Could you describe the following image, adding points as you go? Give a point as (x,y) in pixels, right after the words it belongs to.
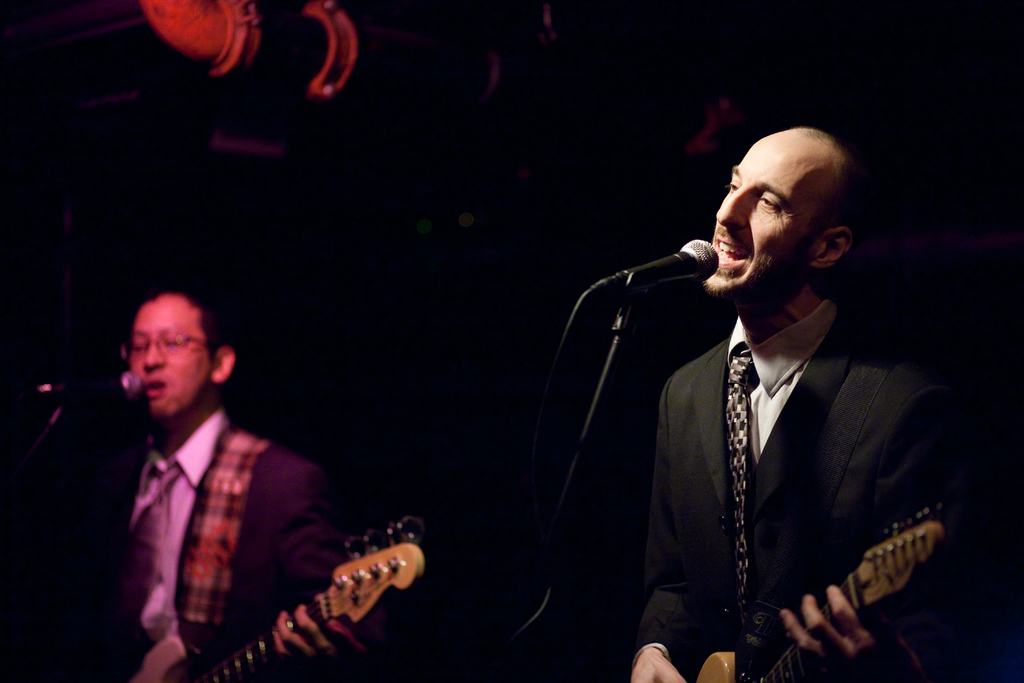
In this picture we can see two men (711,295) wore blazer (703,427), tie (729,419) holding guitars (826,618) in their hands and playing it and singing on mics (86,383) and in background (245,155) it is dark.
